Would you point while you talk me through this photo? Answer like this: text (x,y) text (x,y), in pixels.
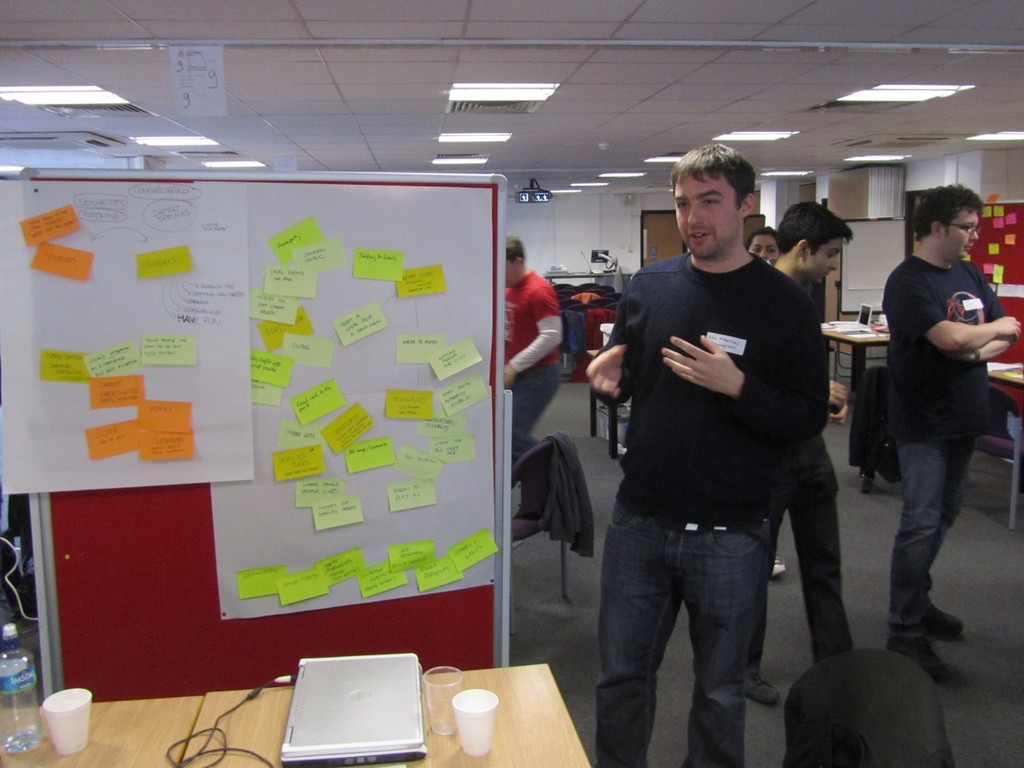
A man (668,272) is explaining using a board (145,363) with some sticky notes (169,253) attached to it.
